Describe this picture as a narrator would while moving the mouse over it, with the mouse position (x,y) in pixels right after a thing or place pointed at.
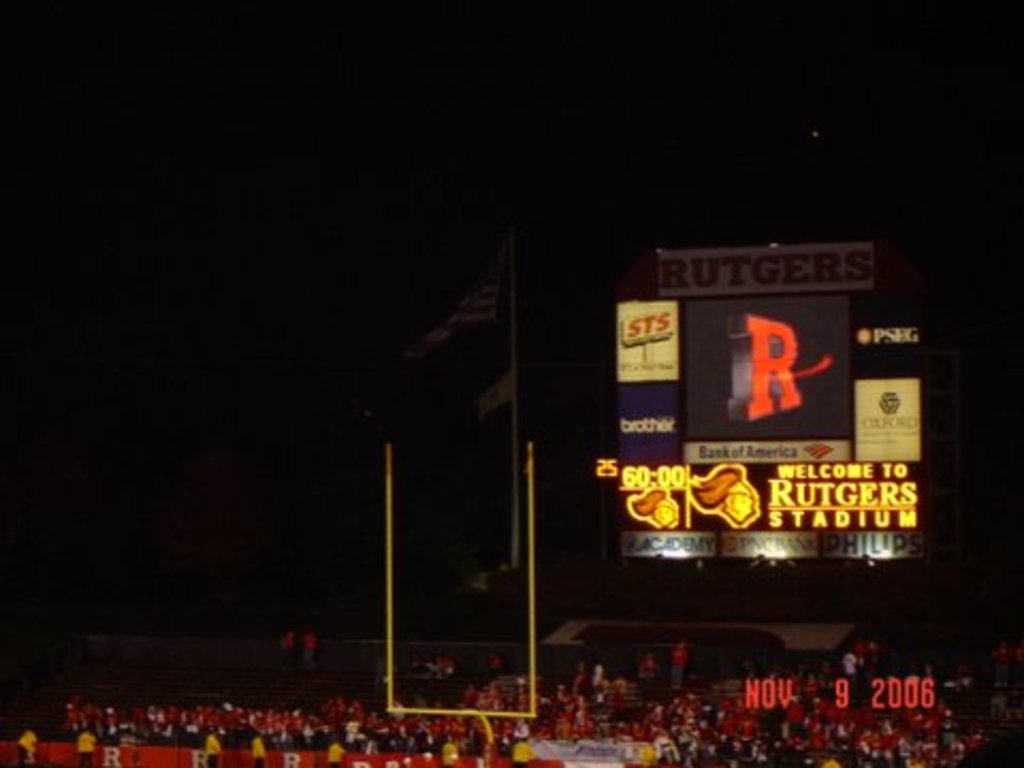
Here we can see crowd (650,718), yellow stand (532,480), digital hoardings (674,515) and flag (489,308). Background (21,254) it is dark.
